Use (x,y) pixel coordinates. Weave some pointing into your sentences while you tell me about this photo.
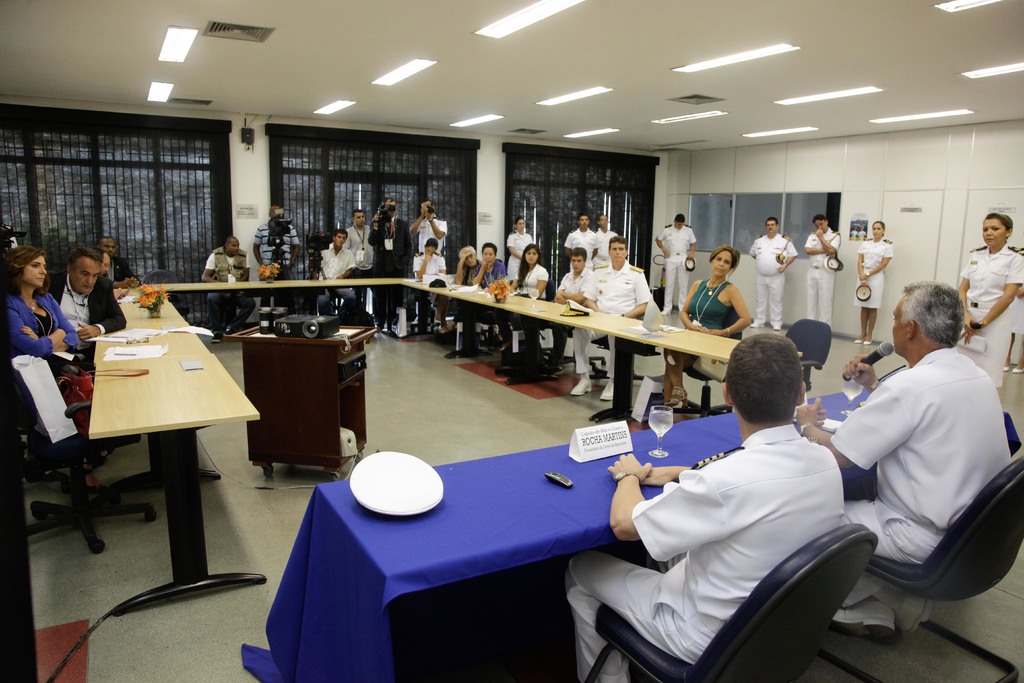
In the picture there is a conference room (491,238) in which many people (578,288) are sitting in a chair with the table (194,392) in front of them some people (592,235) are standing near to them on the table (551,493) there are many things (554,477) such as cap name plates (628,437) glasses (661,432) with the liquid (660,419) flower vase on another table (314,398) we can see an LED projector (302,321), there are many lights (493,33) on the roof (167,80), some people (672,233) are wearing a white costume (987,346).
